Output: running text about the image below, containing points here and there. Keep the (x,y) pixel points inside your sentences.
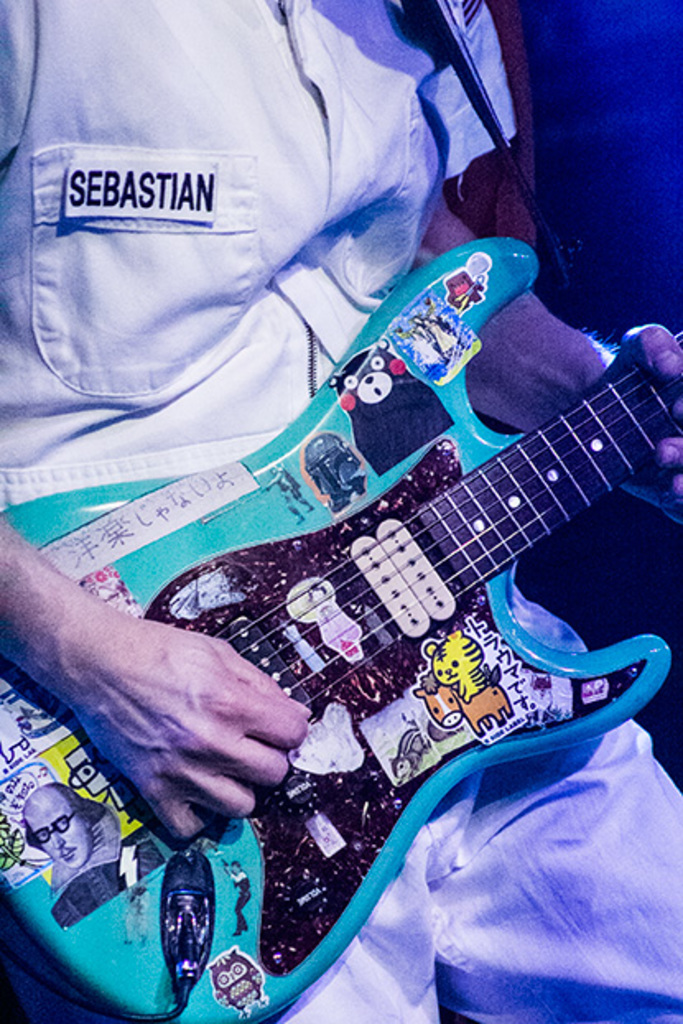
In the image i can see a person (121,225) holding a musical instrument (292,498) in his hand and a text (131,186) written on his shirt (233,185).
